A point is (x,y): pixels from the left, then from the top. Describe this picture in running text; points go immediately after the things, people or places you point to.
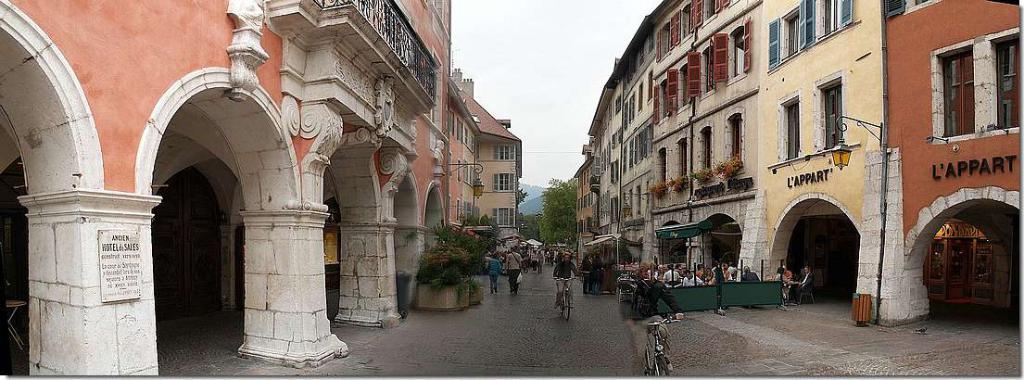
In this image we can see the buildings (387,213) on the left side (332,104) and the right side (714,197) as well. Here we can see the wooden windows (717,57) and glass windows (792,36) on the right side (690,60). Here we can see two people (652,299) riding a bicycle (663,350) on the road (616,343). Here we can see a few people (515,277) walking on the road (496,295). Here we can see a few people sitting on the chairs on the right side (699,274). Here we can see the decorative light poles (478,184). In the background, we can see the trees (576,205).
